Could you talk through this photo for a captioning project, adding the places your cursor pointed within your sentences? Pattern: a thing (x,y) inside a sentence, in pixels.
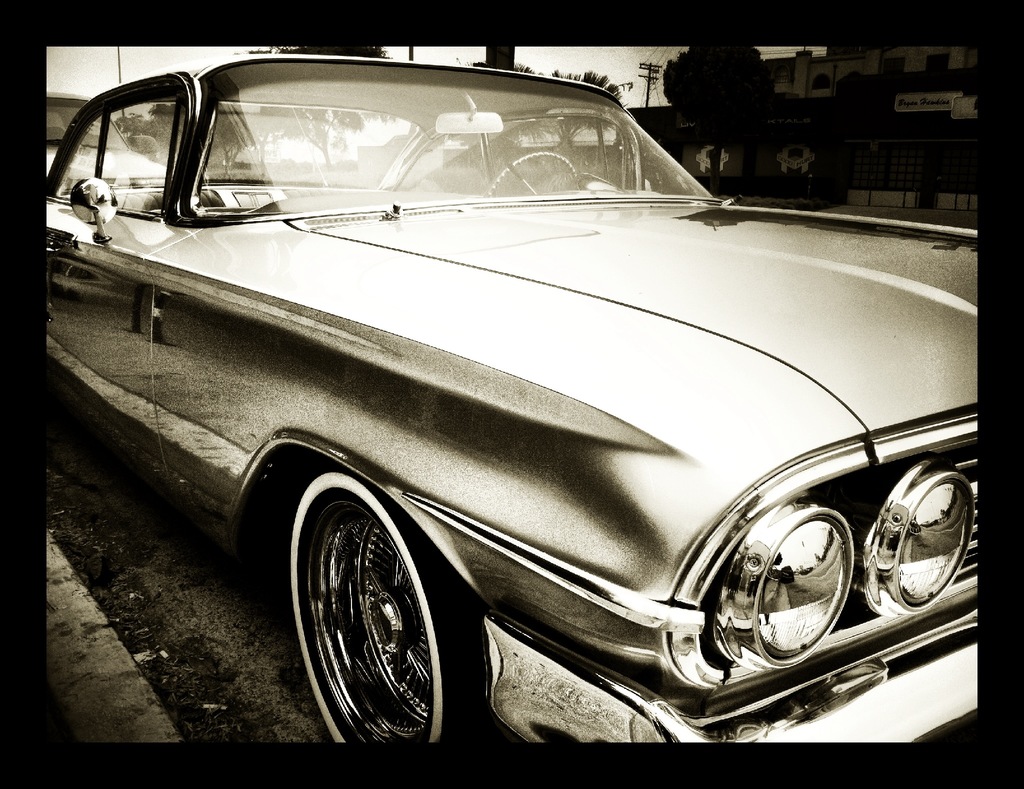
It is the black and white image of a car (271,204).
